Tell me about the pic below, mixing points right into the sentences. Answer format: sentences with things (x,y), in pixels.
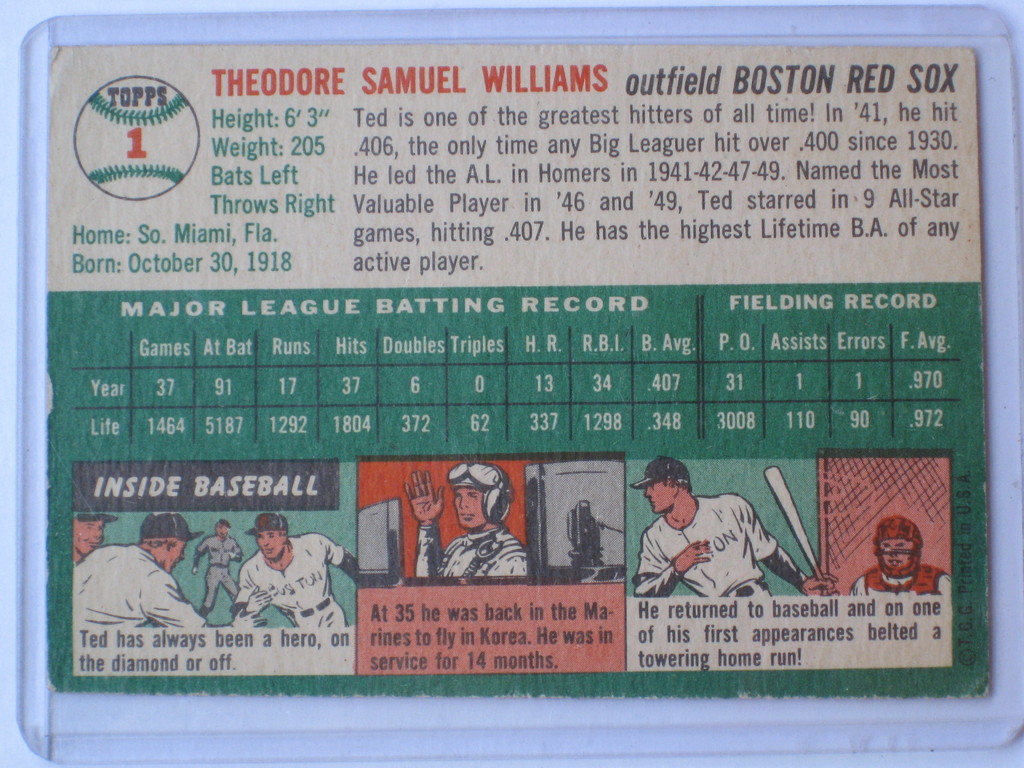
This image consists of a card (138,362) which is kept in a plastic sleeve (34,711). On the card (222,393), I can see some text (274,178) and few images (263,565) of persons (231,545).
